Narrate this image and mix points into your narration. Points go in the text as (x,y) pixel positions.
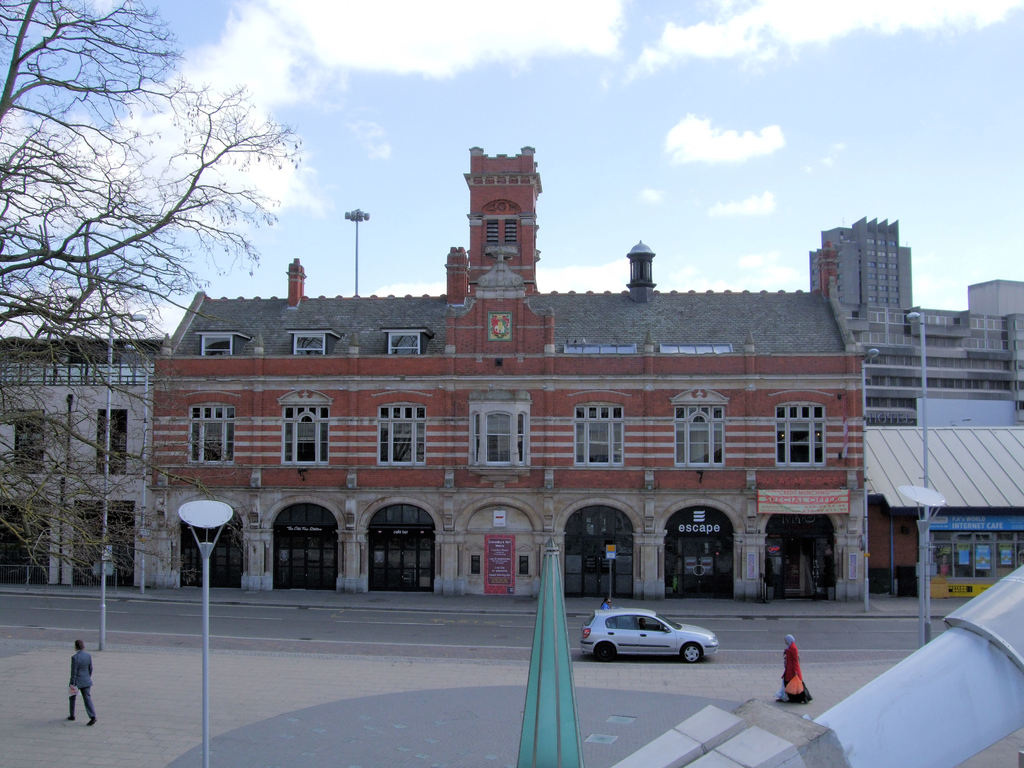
In this image there is the sky (676,116) truncated towards the top of the image (703,105), there are clouds (405,39) in the sky (631,40), there are buildings (166,411), there is a building (991,383) truncated towards the right of the image (980,336), there is a building (60,376) truncated towards the left of the image (89,466), there are windows (125,443), there is a tree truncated towards the left of the image (40,315), there are poles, there are poles (204,725) truncated towards the bottom of the image (206,738), there are objects (763,751) truncated towards the bottom of the image (941,736), there are two persons (80,662) walking, they are holding an object (72,692), there is a car (684,633) on the road (837,621), there is a board (959,523), there is text (975,519) on the board (989,519).
